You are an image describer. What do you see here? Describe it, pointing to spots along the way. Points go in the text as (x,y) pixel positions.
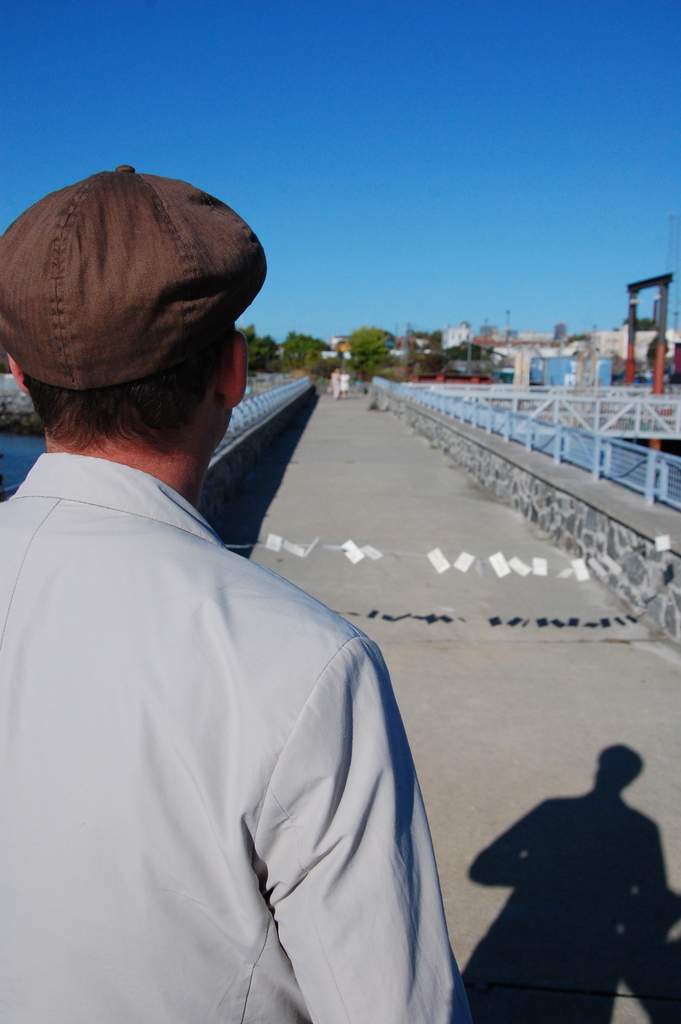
In front of the image there is a person (250,716). There are two people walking on the bridge (392,510). On the left side of the image (11,448) there is water (19,443). In the background of the image (274,348) there are trees (408,358), buildings (604,354). At the top of the image (486,149) there is sky (492,155).
